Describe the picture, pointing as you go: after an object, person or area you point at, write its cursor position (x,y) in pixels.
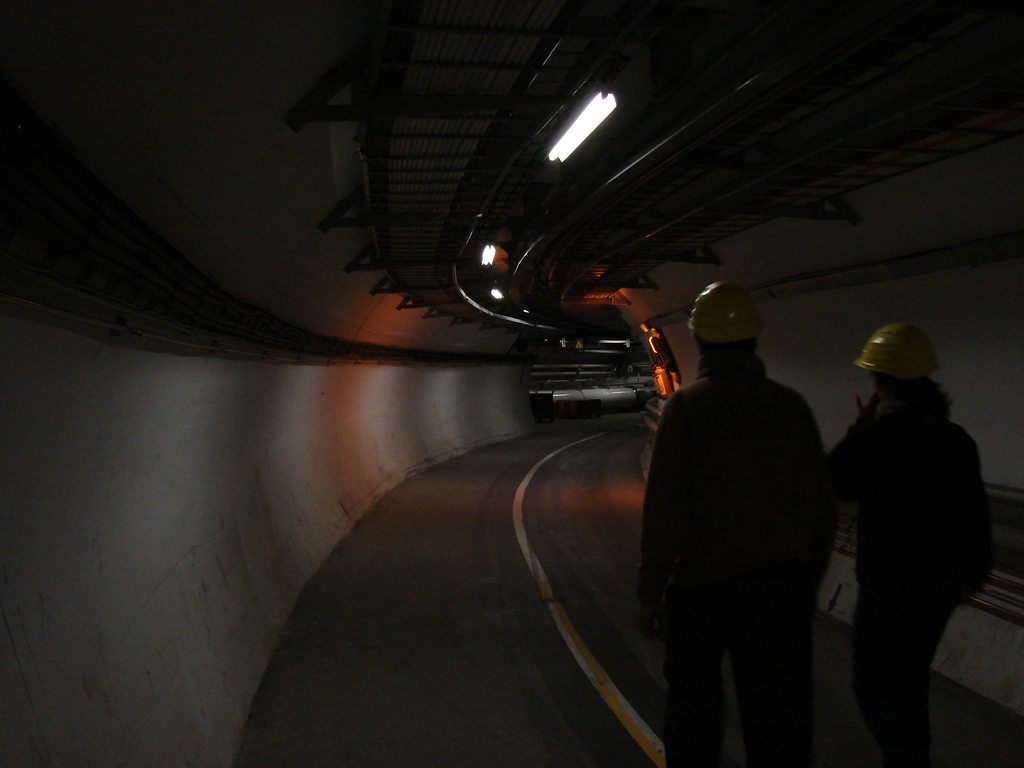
On the right side of the image (926,522) we can see two people (926,505). They are wearing helmets (924,358). At the bottom (406,695) there is a road (493,583). In the background (312,407) there are walls (733,254) and lights (574,145).
